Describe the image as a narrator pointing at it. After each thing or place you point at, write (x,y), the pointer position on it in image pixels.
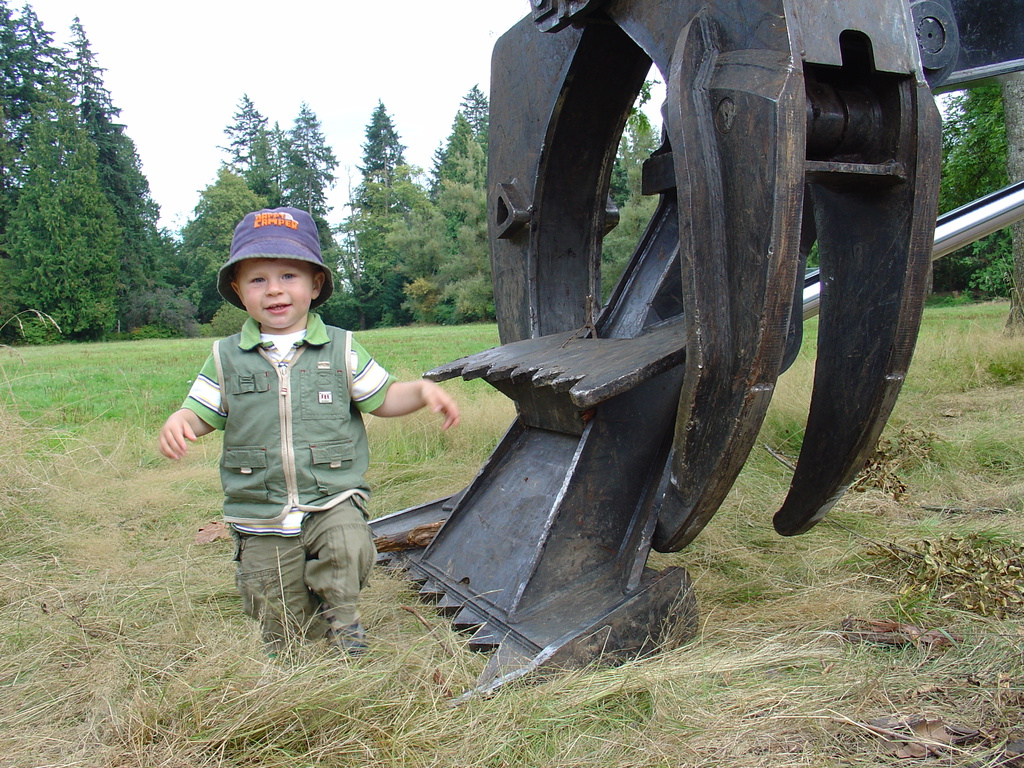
In this image there is a kid (300,445) walking on the ground (217,492). Beside him there is a crane (698,182). In the background (422,194) there are trees (146,301). At the bottom (140,669) there is grass (136,555).
